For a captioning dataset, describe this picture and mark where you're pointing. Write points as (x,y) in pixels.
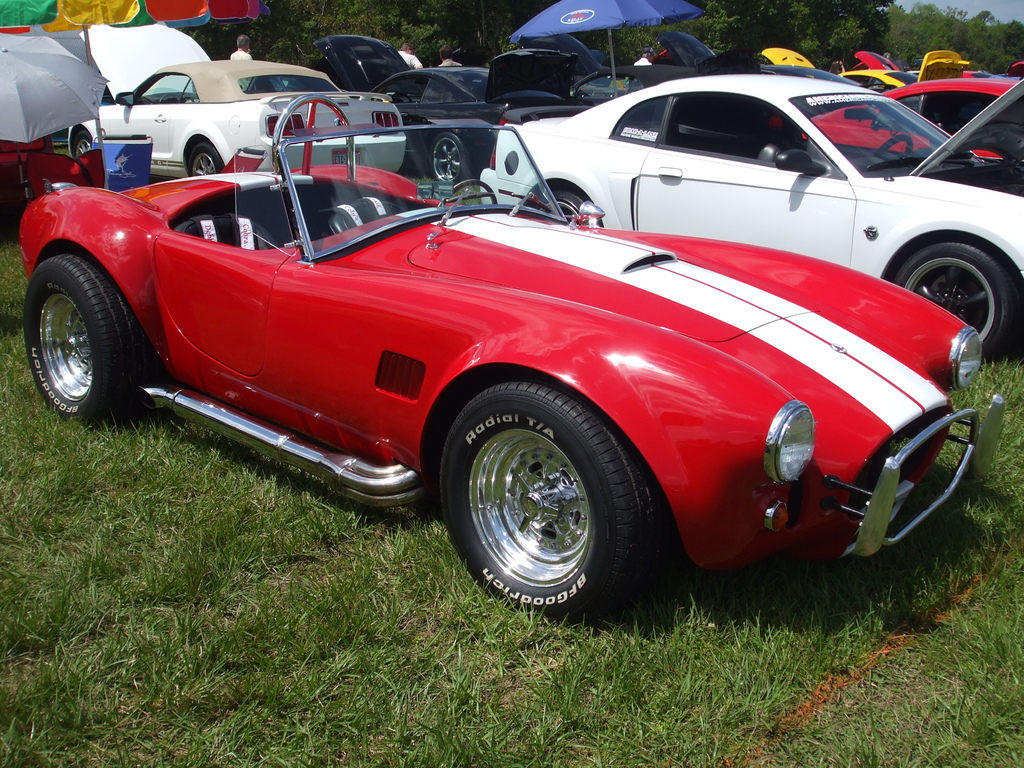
In this image I can see few vehicles (425,374). In front (559,397) the vehicle (455,205) is in white and red color. In the background (598,16) I can see few people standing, an umbrella (561,24) in blue color and few trees (413,13) in green color.
